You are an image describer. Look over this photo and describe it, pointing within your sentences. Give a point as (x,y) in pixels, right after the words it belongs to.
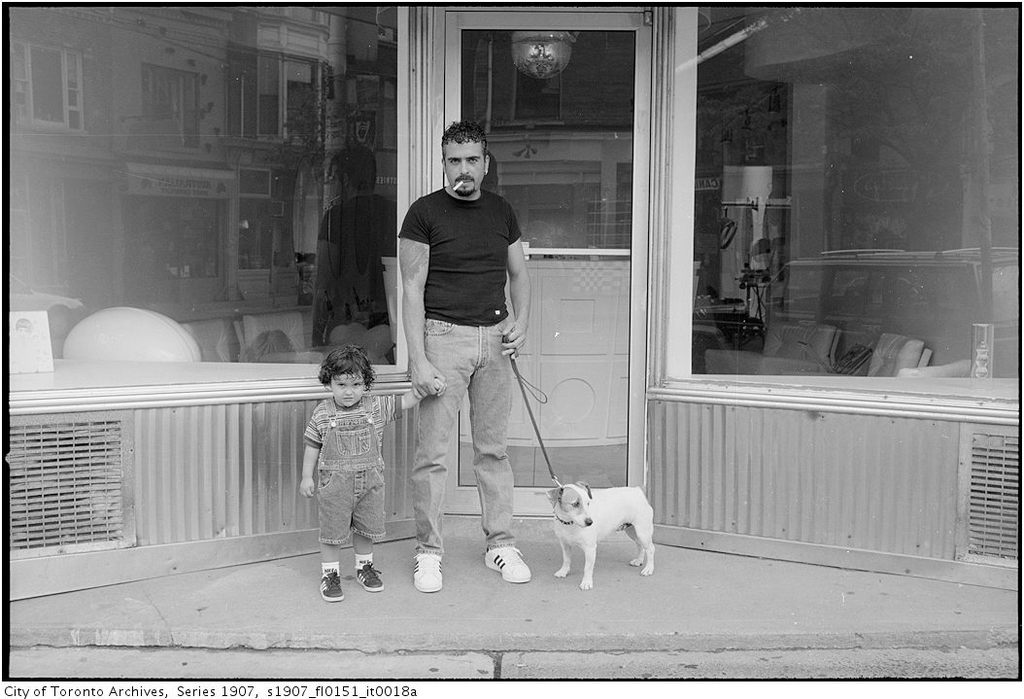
There is a man (422,494) who is wearing black shirt (475,271) and he is smoking. He held a kid (379,439) to his left hand (433,392) and a dog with a chain (544,402) to his right hand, he is wearing white color shoes (497,550) and the kid (366,572) is wearing black color shoes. To the background (394,301) there is a door (637,65), windows (379,171), they are standing on the path (801,627).
